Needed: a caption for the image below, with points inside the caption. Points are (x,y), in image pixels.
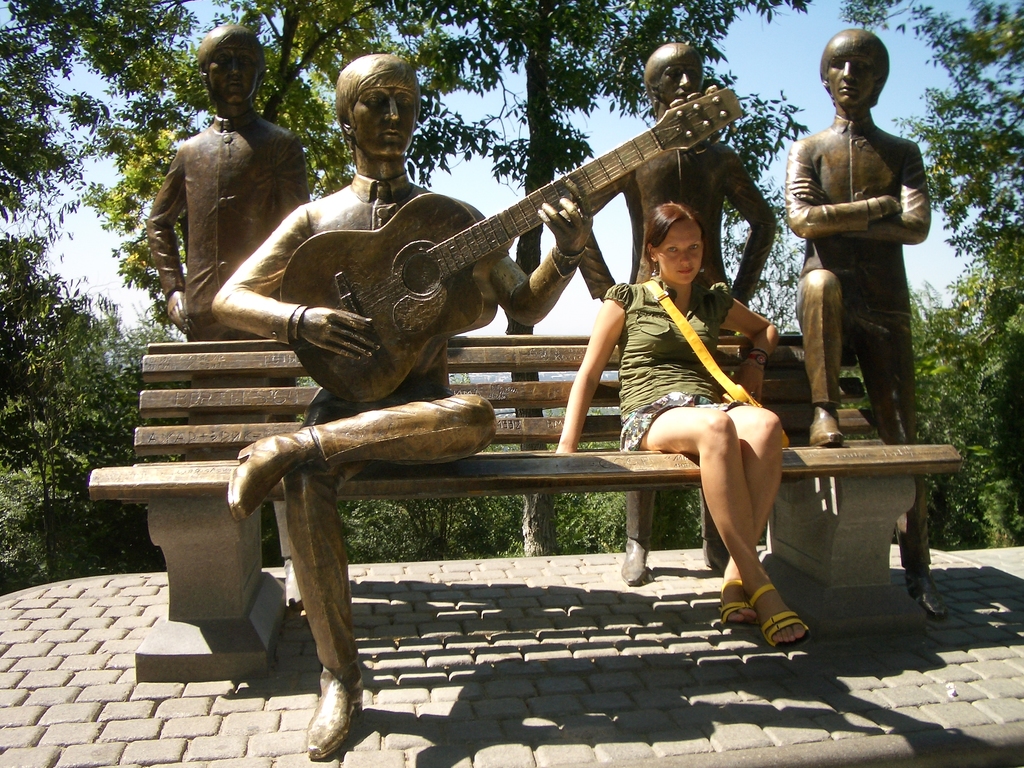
These are trees (929,120). This woman (765,323) is sitting on a bench (611,431). These are sculptures (339,214). This sculpture (390,191) is holding a guitar (437,268).
